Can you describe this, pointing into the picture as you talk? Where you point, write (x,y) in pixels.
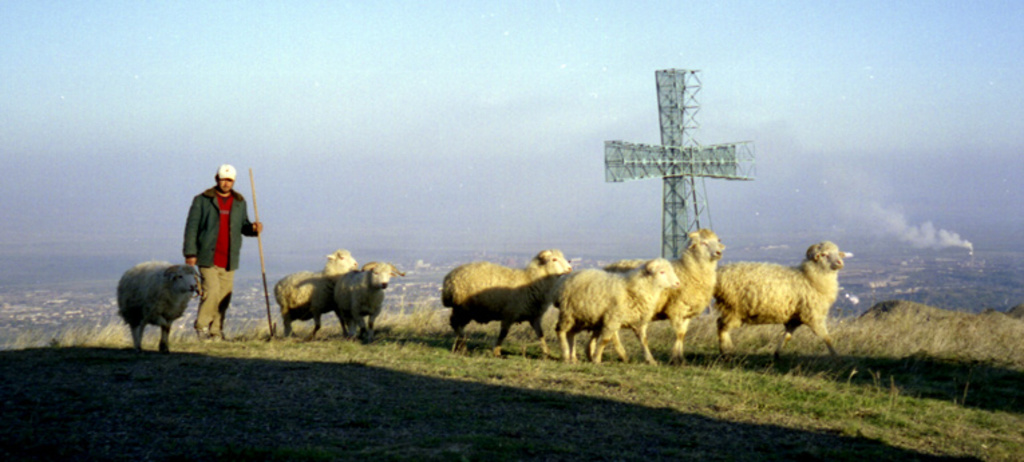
In this image we can see a few sheep (573,321) on the grass (238,337), a person (231,284) holding a stick (263,265) and a tower (680,182) and sky (626,140) in the background (674,154).
